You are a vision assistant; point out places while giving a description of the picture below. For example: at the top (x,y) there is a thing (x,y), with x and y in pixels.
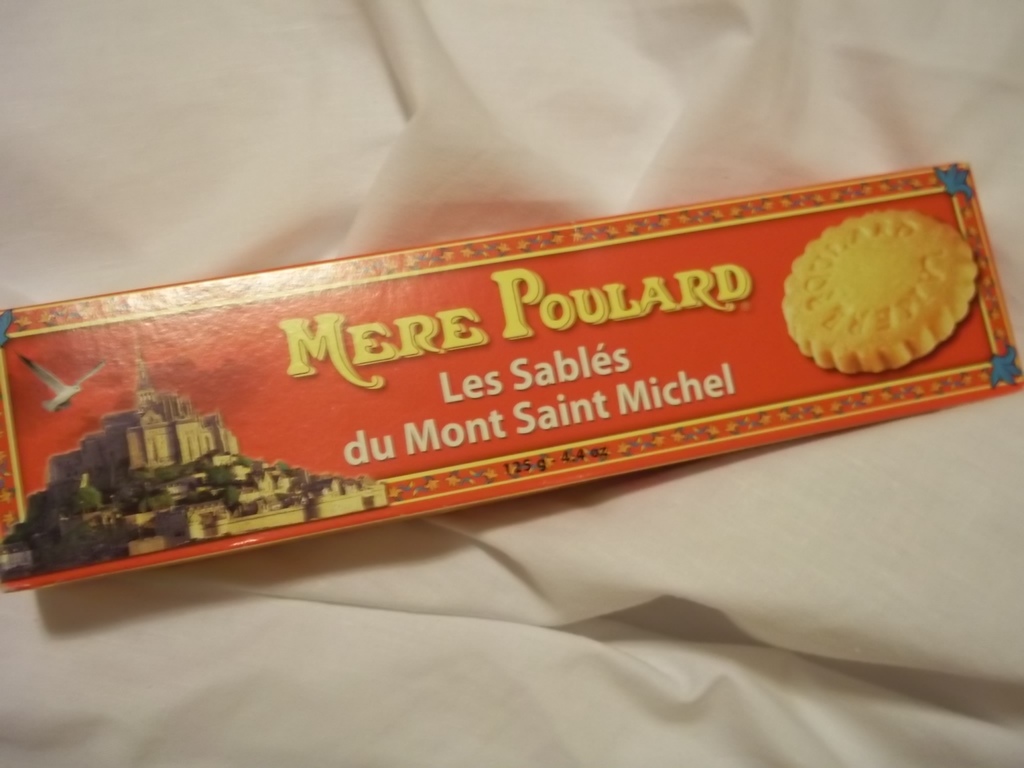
In the center of the image (575,347) we can see a biscuit packet (395,319) is present. In the background of the image (96,273) cloth (402,724) is there.
